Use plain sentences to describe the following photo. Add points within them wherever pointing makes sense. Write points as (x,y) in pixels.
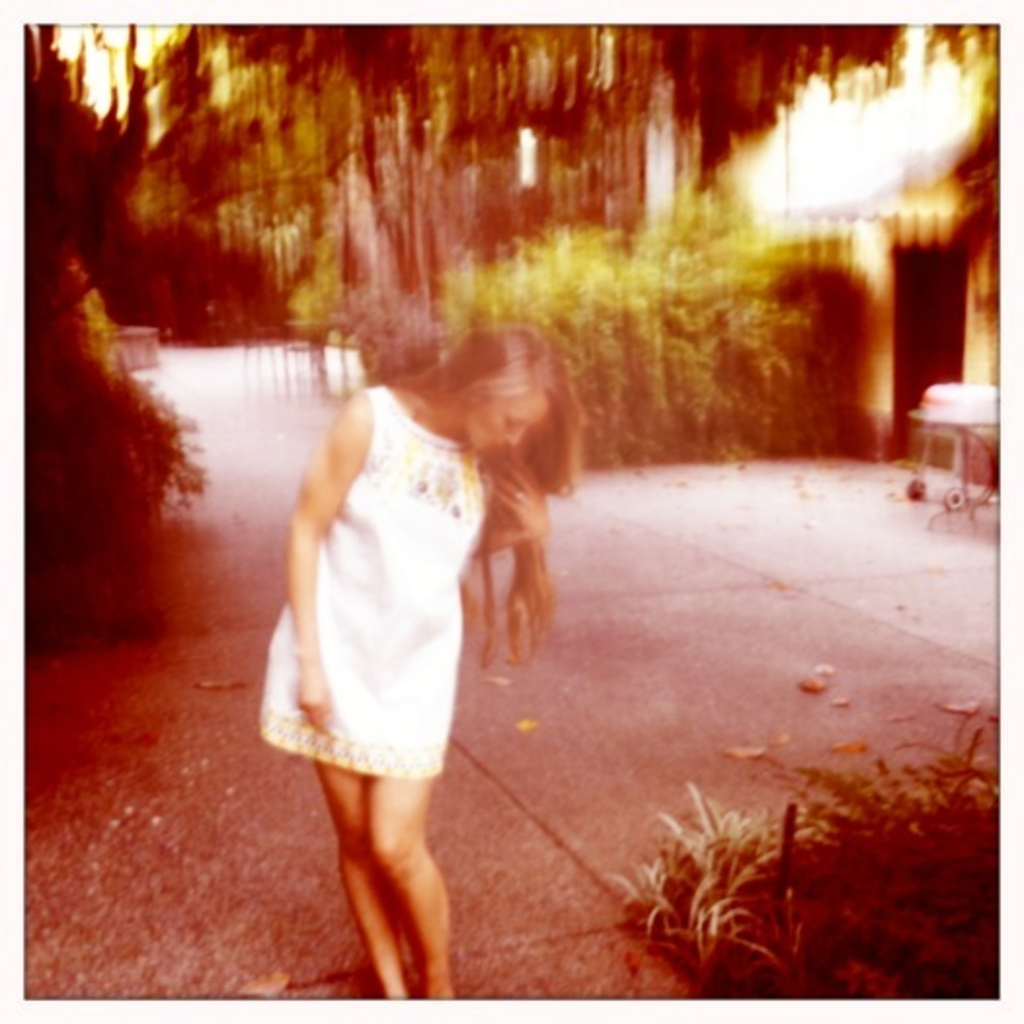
This image is slightly blurred, where we can see a woman (383,659) wearing white color dress (373,702) is standing on the road (232,731). Here we can see the grass (972,854), some objects (992,436) and the trees (442,99) in the background (739,210).
